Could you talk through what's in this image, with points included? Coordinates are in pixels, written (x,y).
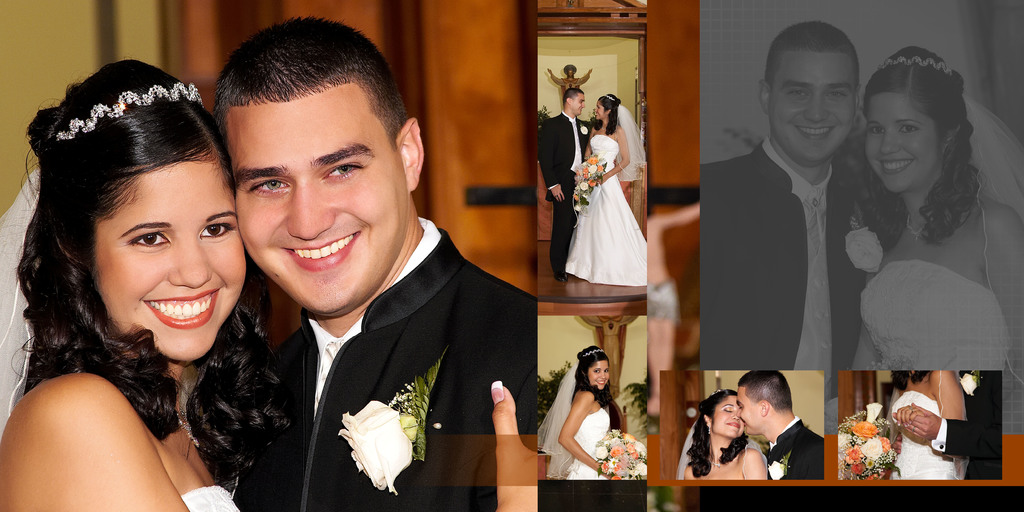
This is a collage in this image there is a person (267,260) and a woman (924,336) and they are holding flower bouquet (854,427), and in the background (609,69) there is a statue (582,81) and some plants (628,396), wall (547,54) and door (454,72).
